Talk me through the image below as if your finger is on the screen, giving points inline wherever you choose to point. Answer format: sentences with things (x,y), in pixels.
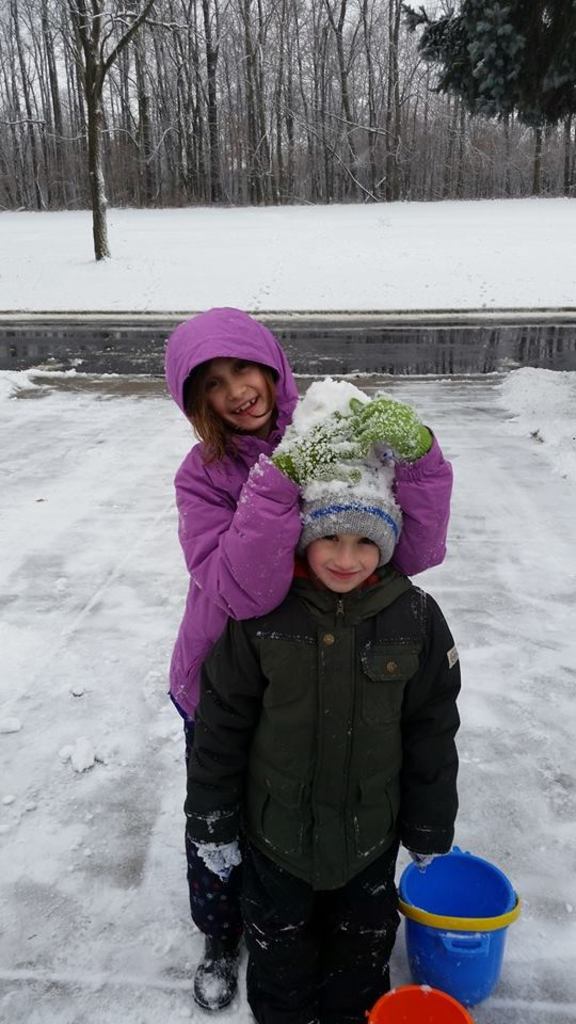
In this image two kids (258,603) are standing on the floor (154,702), which is covered with snow (450,611). Right bottom there are two buckets (478,923). Background (513,173) there are few trees (354,188) on the land (320,228) which is covered with snow (288,291).
